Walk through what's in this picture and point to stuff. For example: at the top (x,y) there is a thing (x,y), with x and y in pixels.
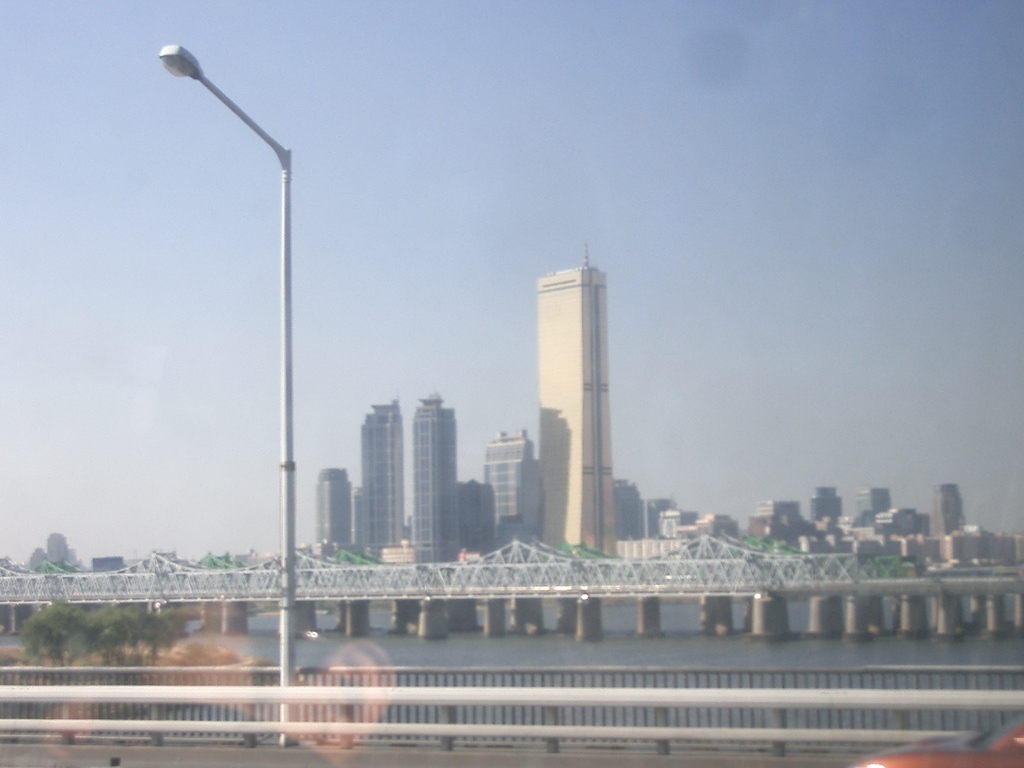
We can see light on pole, behind the pole (283,681) we can see fence (379,670). We can see trees (110,626) and water (624,627). In the background (627,560) we can see bridge (641,572), buildings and sky (714,496).
